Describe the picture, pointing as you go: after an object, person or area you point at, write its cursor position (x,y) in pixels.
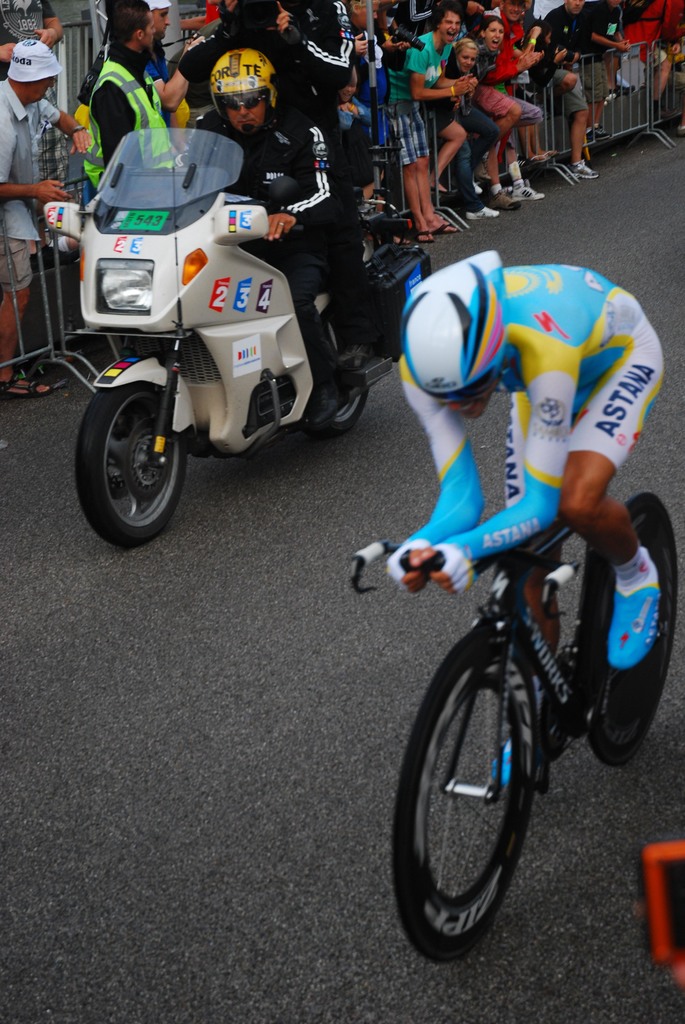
In this picture we can see a race on the road (262,765) in which one camera man (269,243) on the bike (268,359) is filming the boy (540,341) beside him, who is on the bicycle (545,586), and the crowd (547,40) who is standing behind the fencing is shouting and smiling.
